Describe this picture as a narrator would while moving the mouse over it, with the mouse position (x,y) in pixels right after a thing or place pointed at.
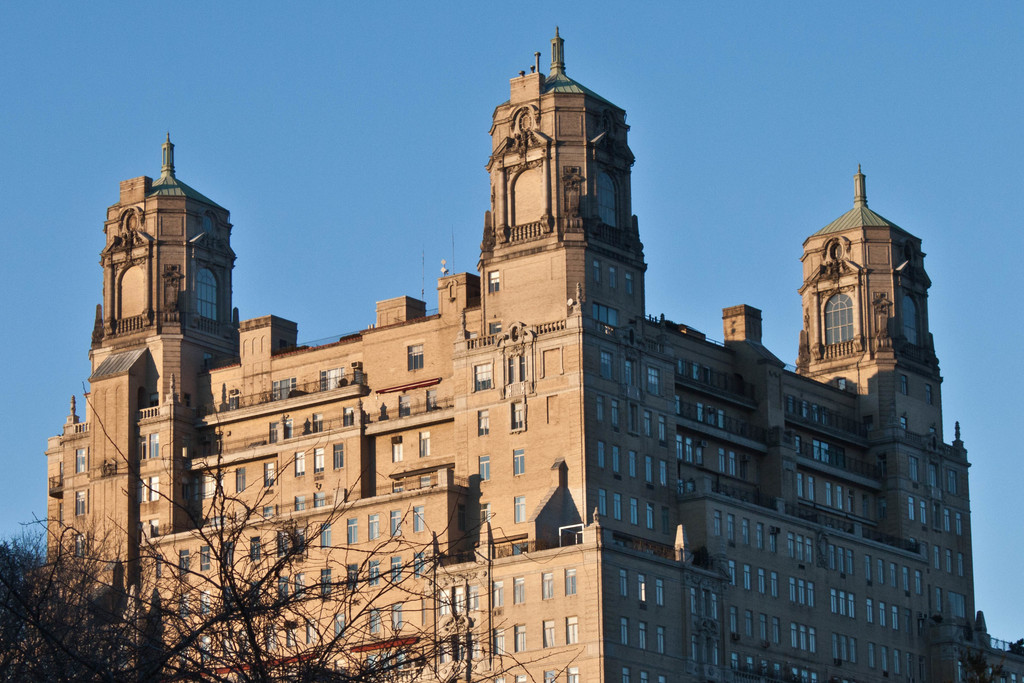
This image consists of a building (630,433) along with windows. On the left (139,639), there is a tree (105,618). At the top (288,124), there is sky (242,163).
